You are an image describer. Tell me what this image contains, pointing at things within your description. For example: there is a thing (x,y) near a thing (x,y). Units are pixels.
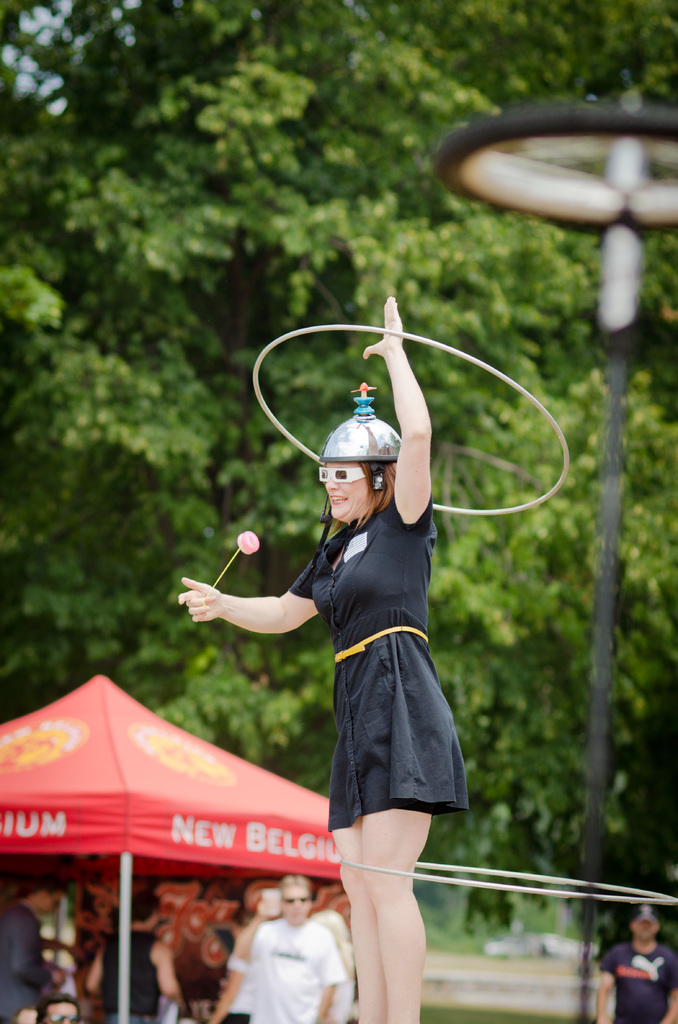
In the center of the image (413,548) we can see a lady (432,803) is standing and doing the hula hoop (667,902) and wearing a black dress (422,796), cap (390,439), goggles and holding an object (219,579). At the bottom of the image (234,867) we can see a tent (255,828), ground (563,975), grass (528,1023) and some people (262,970) are standing. In the background of the image (454,928) we can see the trees (300,44). On the right side of the image (619,212) we can see a pole (628,166) with wheel (518,176).
